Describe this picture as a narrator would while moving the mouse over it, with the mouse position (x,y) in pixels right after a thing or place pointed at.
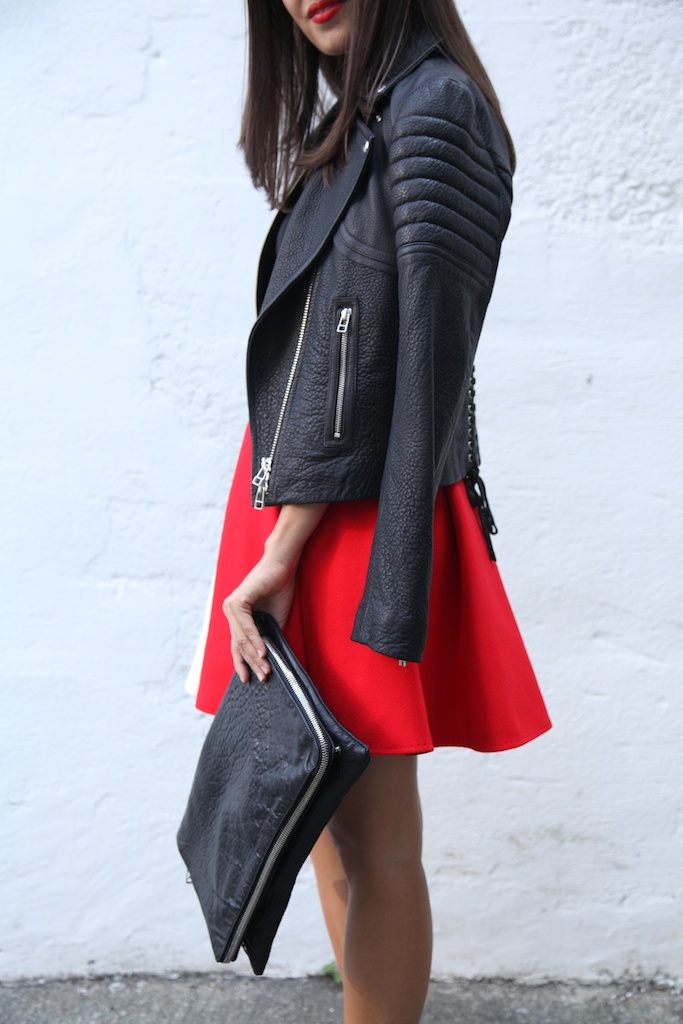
In this picture we can see a girl (270,421) in the black jacket (370,383) is standing on the path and holding an object (256,825). Behind the woman (306,330) there is a white wall (174,473).
